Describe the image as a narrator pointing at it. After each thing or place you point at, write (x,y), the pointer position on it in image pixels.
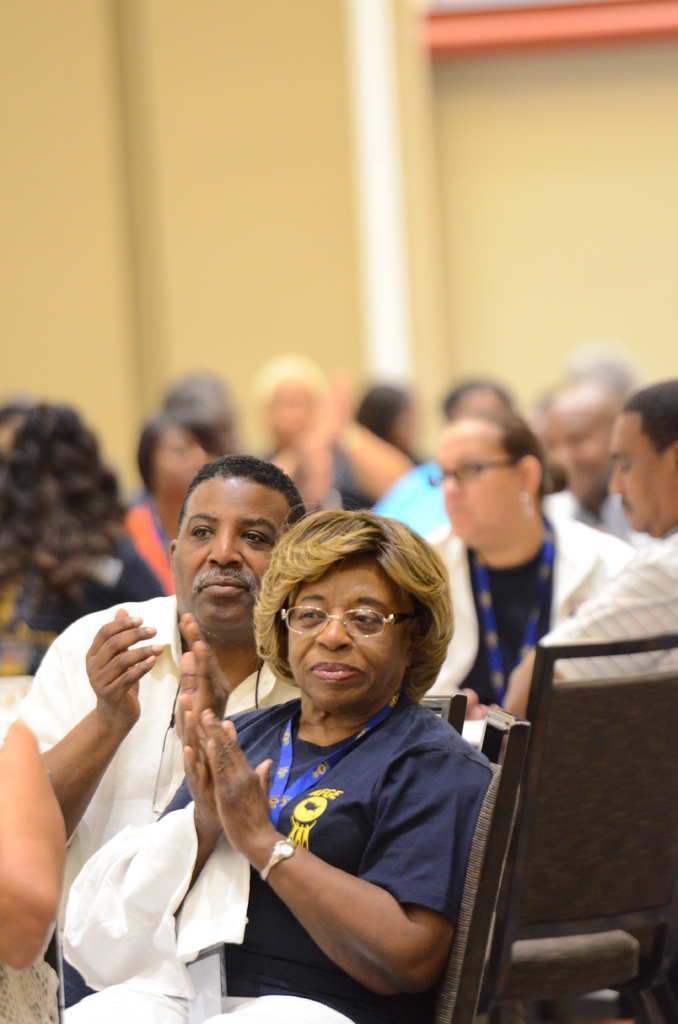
In front of the picture, we see a man (111,716) and a woman (383,773) are sitting on the chairs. Both of them are clapping their hands (225,781). Behind them, we see many people (368,469) are sitting on the chairs (651,650). In the background (463,336), we see a wall (270,268) and it is blurred in the background (260,265). This picture might be clicked in the conference room (387,657).
